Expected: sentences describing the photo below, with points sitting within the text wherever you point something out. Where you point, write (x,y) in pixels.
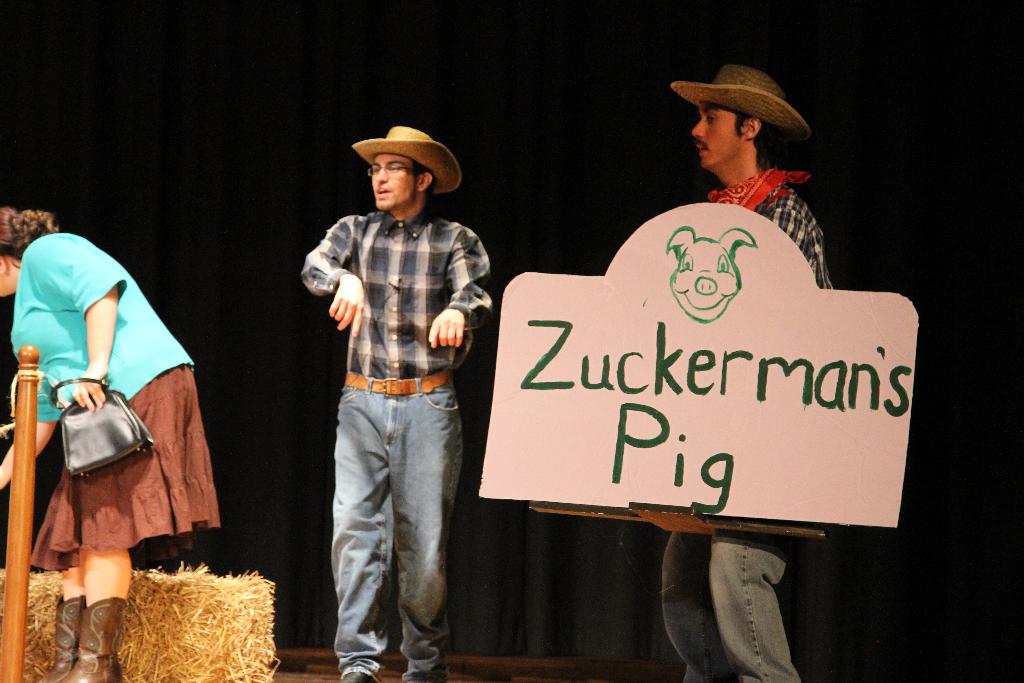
In this image i can see 2 men (825,283) and a woman (118,273). woman (72,400) is holding a bag (104,432) and a man (704,600) on the right side (716,596) is holding a board (736,246) in his hand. In the background (554,116) i can see a black curtain (543,97).
